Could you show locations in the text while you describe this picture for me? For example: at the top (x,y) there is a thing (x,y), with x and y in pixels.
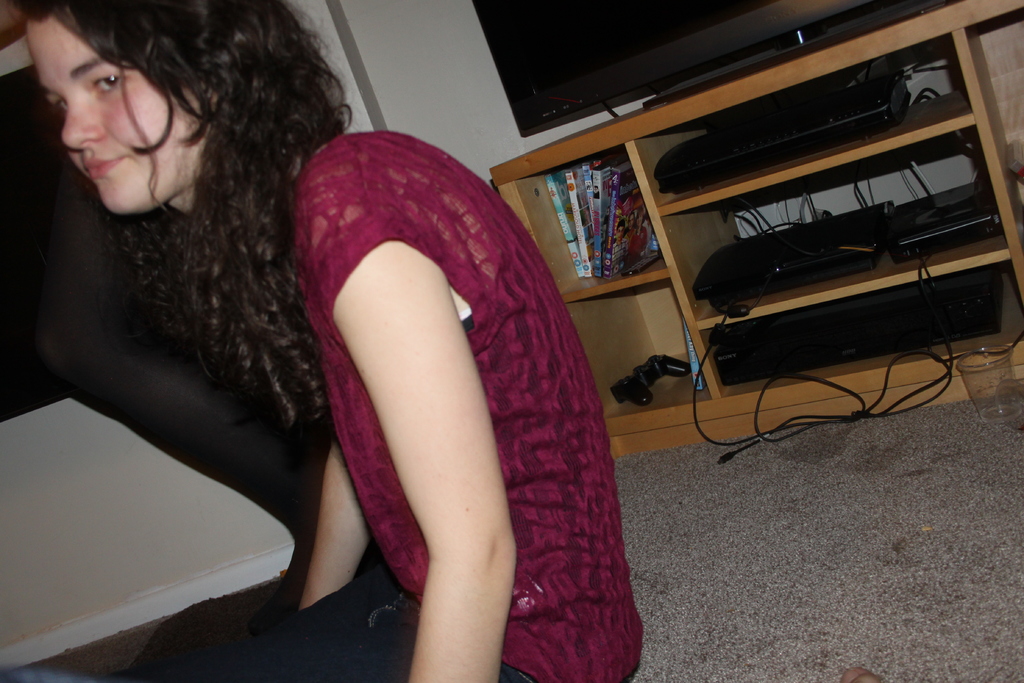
In this image, we can see a person (419,388) wearing clothes (534,347). There is a TV (587,28) at the top of the image (555,41). There are some books (627,184) and electronic gadgets (716,259) in the rack (702,250). There is a glass (972,377) on the right side of the image (987,387).
